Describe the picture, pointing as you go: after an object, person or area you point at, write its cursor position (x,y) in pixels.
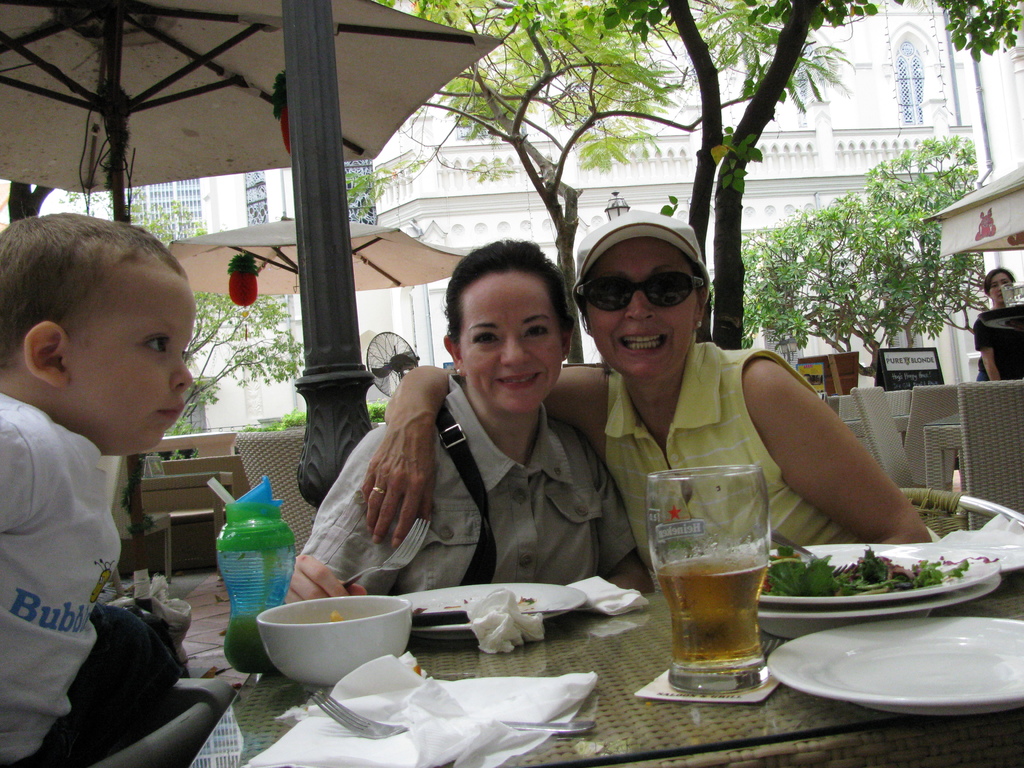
In this image I see 2 women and both of them are smiling. I can also see that there is a baby (22,744) over here and there is table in front (415,766) and lot of things (757,578) on it. In the background (904,458) I can see few chairs (909,474), few poles (307,432), a women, few buildings (284,207) and trees (999,33).
